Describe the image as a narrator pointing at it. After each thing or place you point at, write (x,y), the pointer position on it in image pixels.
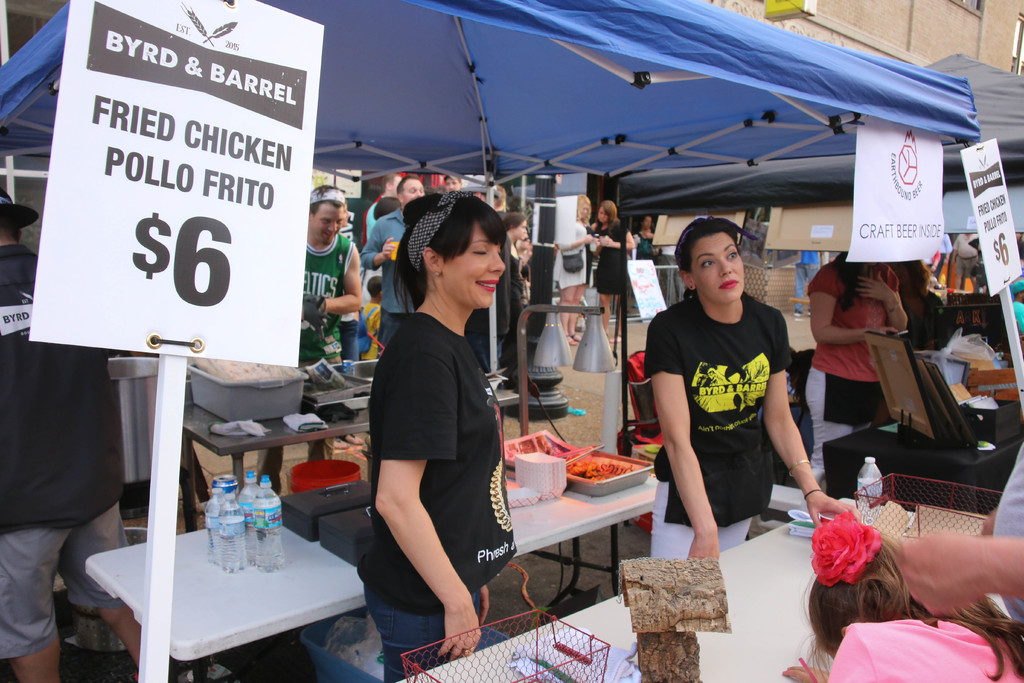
In this picture there are two women (387,488) those who are standing before the table (807,584), it seems to be market place (578,532) and there are other people (610,270) and tables (568,515) around the area of the image and the two ladies (491,478) those who are standing at the front of the table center of the image (663,403) and there are some other shops (750,253) at the right side of the image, there is a poster (250,51) of fried chicken (167,164), there are some other shops (889,162) at the right side of the image (808,188) and there are some other tables (510,395) and containers (408,656).
